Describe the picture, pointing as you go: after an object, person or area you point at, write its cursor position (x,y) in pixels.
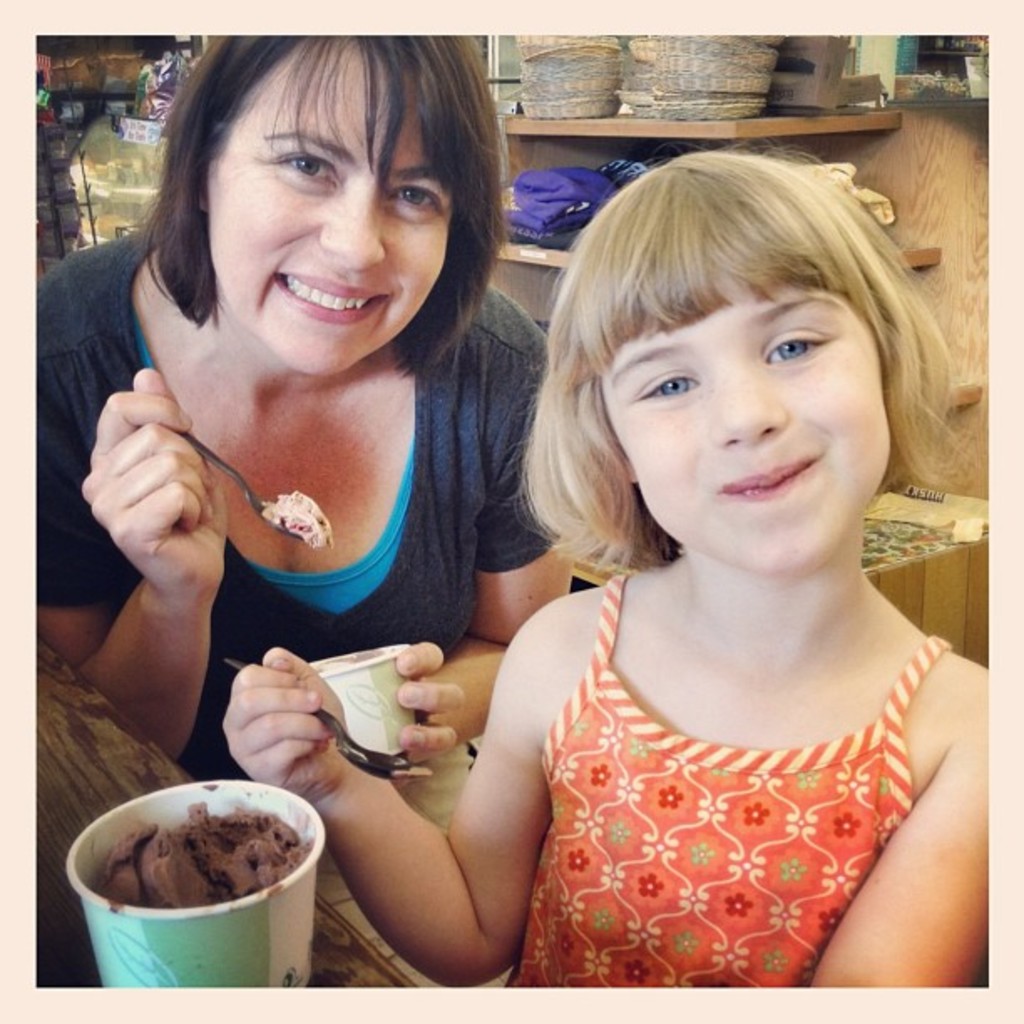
In this image we can see there are two people (867,272), holding a spoon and posing for a picture, and one among them is holding a cup (400,719), in front of them there is a table (324,947) with a cup (114,978) contains food item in it, in the background (940,126) there are shelves (877,156) with some objects (676,49) on it.
